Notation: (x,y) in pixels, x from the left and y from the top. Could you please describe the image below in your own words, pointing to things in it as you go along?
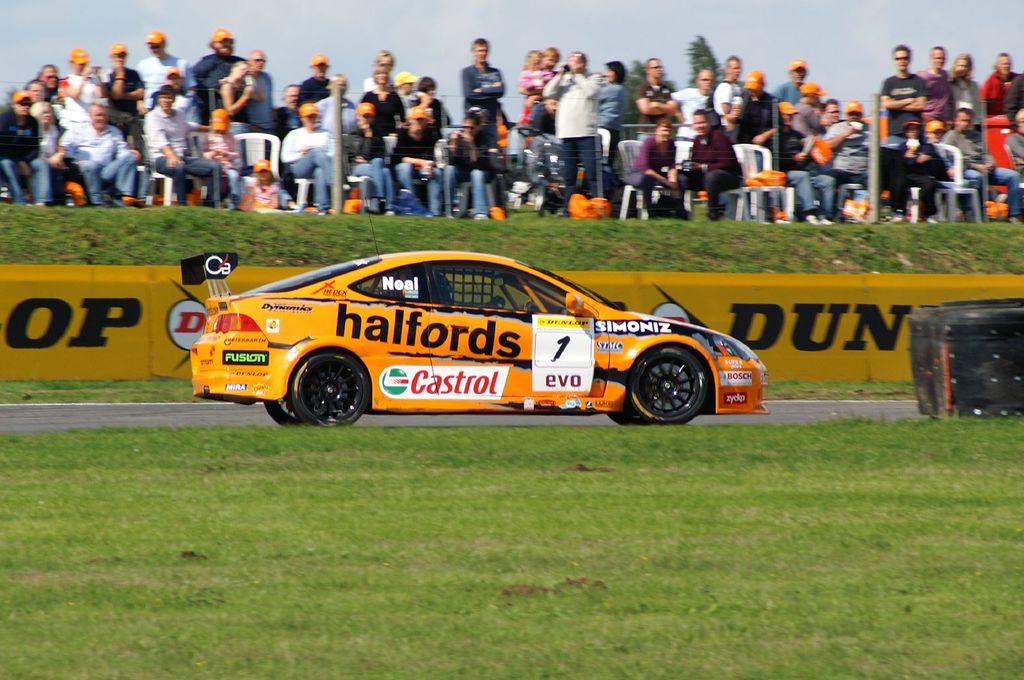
In this picture there is a car (370,327) on the road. It is facing towards the right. It is in yellow in color with some text (504,347). At the bottom (500,514), there is grass (653,499). On the top (191,101) there are people (727,116) watching the car (461,367). Some of them are sitting on the chairs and some of them are standing. In the background (501,45) there is a sky (653,49) and a tree (697,54).
